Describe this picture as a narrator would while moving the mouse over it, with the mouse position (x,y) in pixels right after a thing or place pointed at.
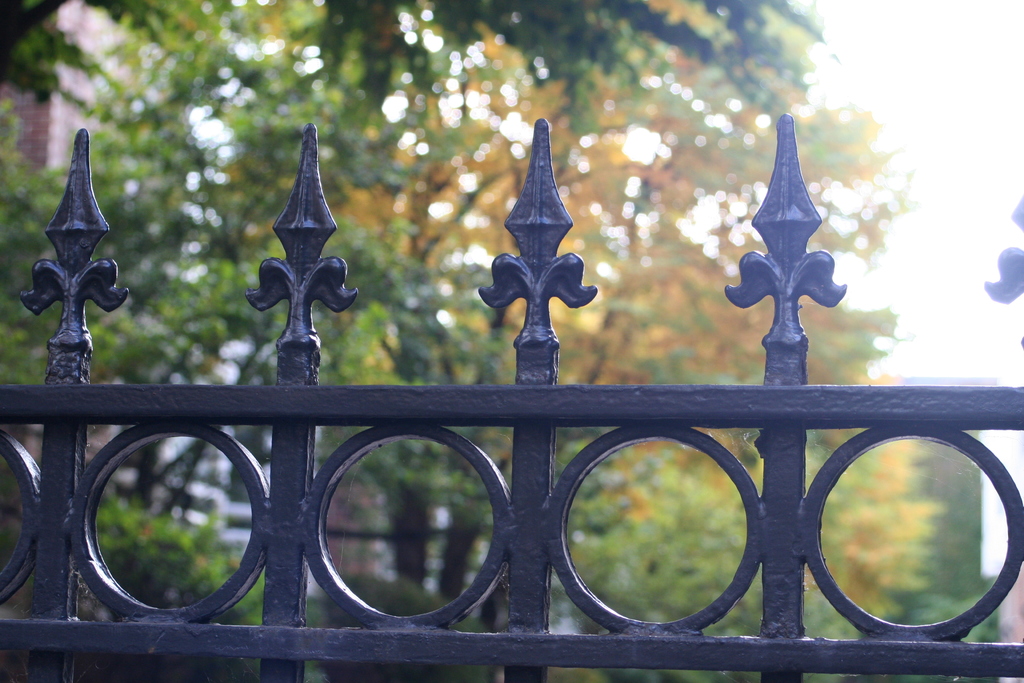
In this image there is a Fencing gate (513,535) at bottom of this image (575,521) and there are some trees (425,297) in the background (459,508).
